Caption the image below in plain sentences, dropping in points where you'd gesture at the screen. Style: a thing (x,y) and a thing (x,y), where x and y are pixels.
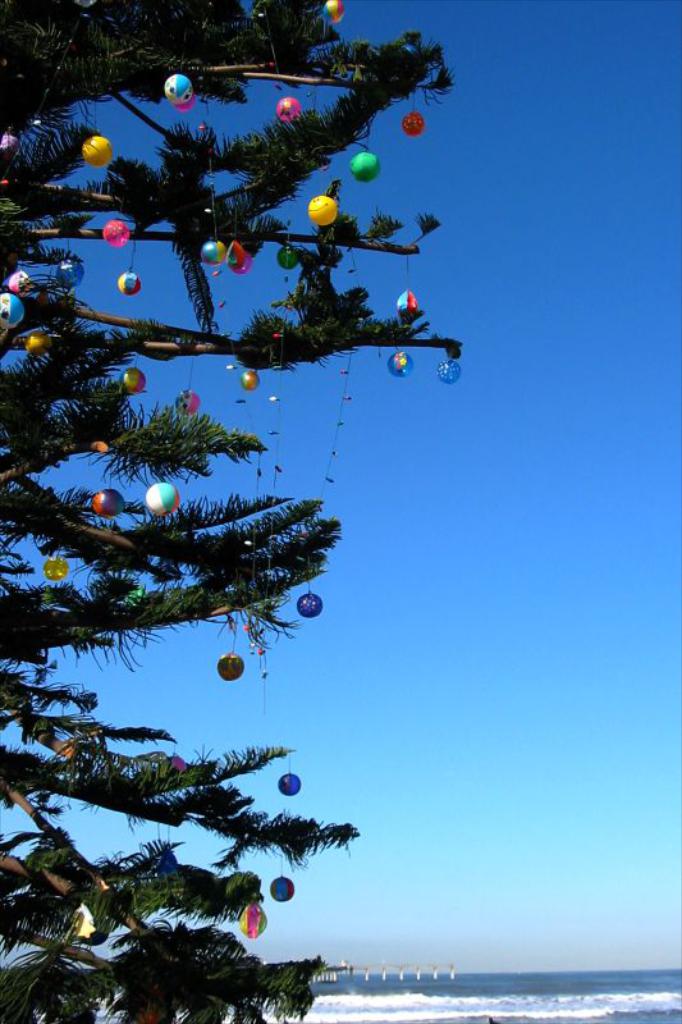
In this image, on the left side (109,901) there is a Christmas tree (143,896), in the background (340,999) there is the sea (578,999) and the sky (513,381).
